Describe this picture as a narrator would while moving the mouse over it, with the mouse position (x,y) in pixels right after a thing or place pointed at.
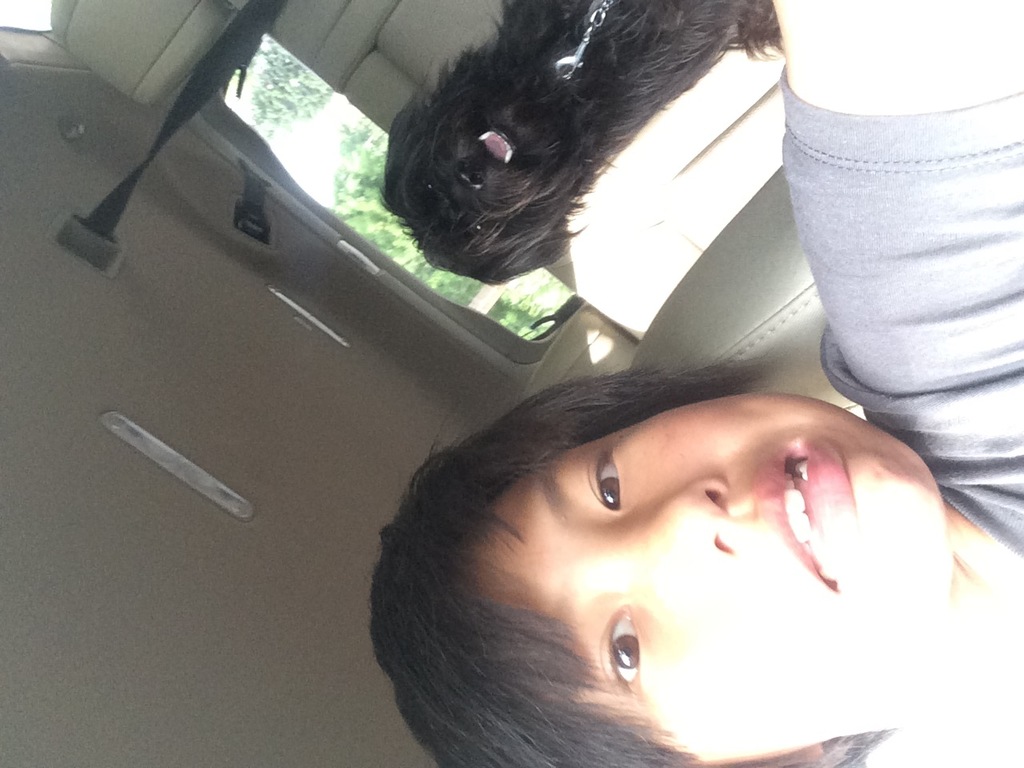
In this image in the front (767,563) there is a boy (815,595). In the background (489,197) there is a dog (504,144) which is black in colour and there are trees (357,195) and there is a belt (144,160).
